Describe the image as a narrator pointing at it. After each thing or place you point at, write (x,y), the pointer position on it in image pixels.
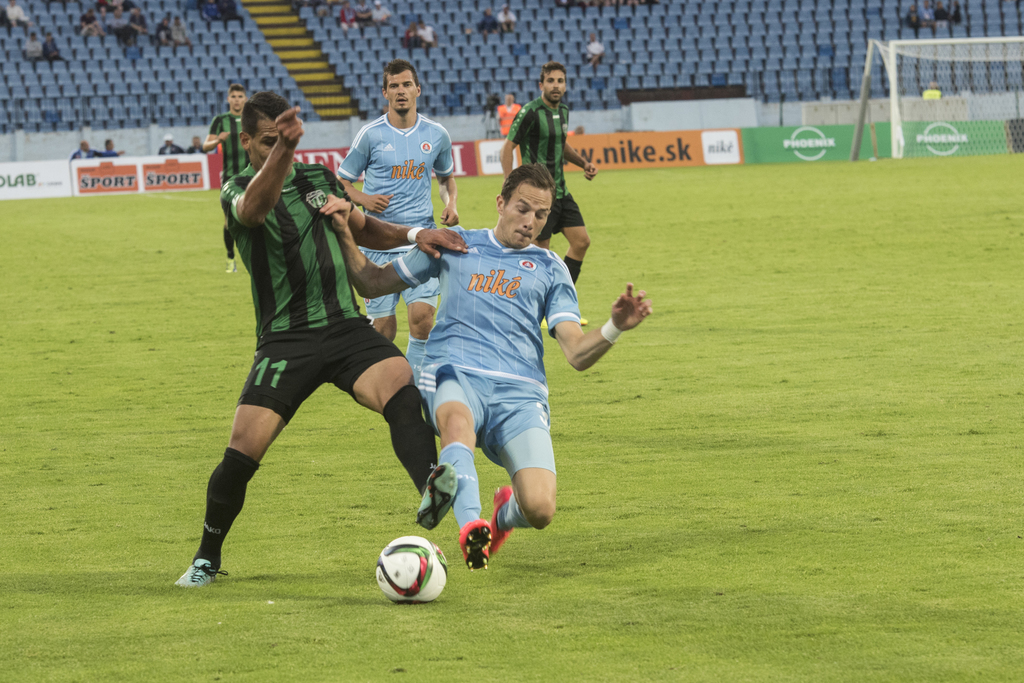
In this picture there are people (463,378) playing a game and we can see ball (409,544) on the grass (443,529), net (947,84) and hoardings (802,144). In the background of the image (455,13) these are audience (507,17) and we can see stadium (731,31) and chairs (939,36).
